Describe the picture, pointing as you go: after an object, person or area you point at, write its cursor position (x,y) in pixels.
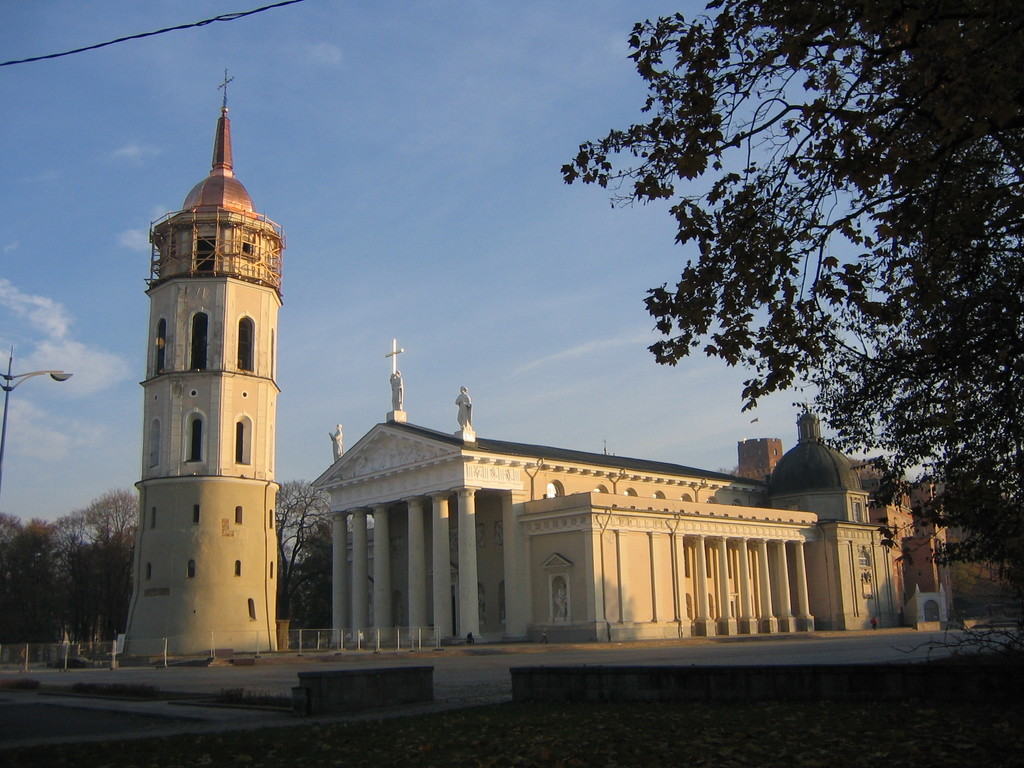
There is a tower building (202,410) with arches (198,332). On the top of that there is a cross (228,96). Near to the building (151,651) there are railings (328,650). Also there is another building (548,500) with pillars (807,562). On the top of the building (601,518) there is a cross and statues (463,427). On the sides there are trees (844,279). On the left side (38,373) there is a light pole (67,373). In the background (335,152) there is sky (16,371) with clouds (50,338).
